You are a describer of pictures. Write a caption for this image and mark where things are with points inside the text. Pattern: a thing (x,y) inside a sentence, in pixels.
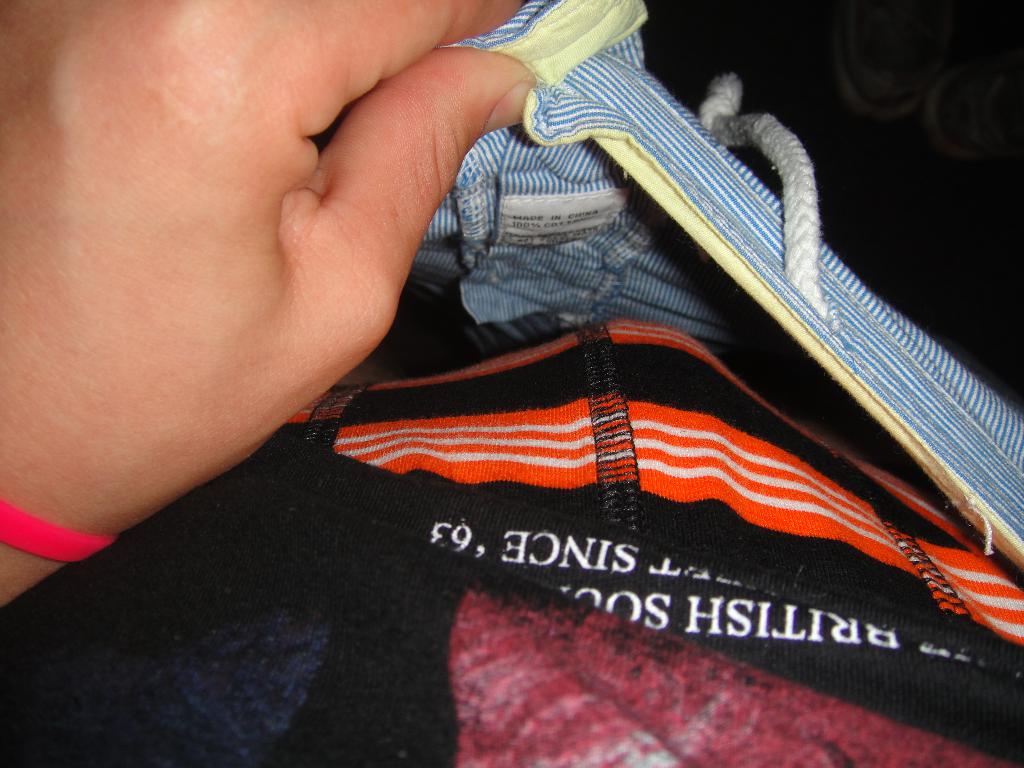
In this image there is a person (237,274) holding clothes (566,337) and there is some text (710,575) written on the cloth (584,520).
